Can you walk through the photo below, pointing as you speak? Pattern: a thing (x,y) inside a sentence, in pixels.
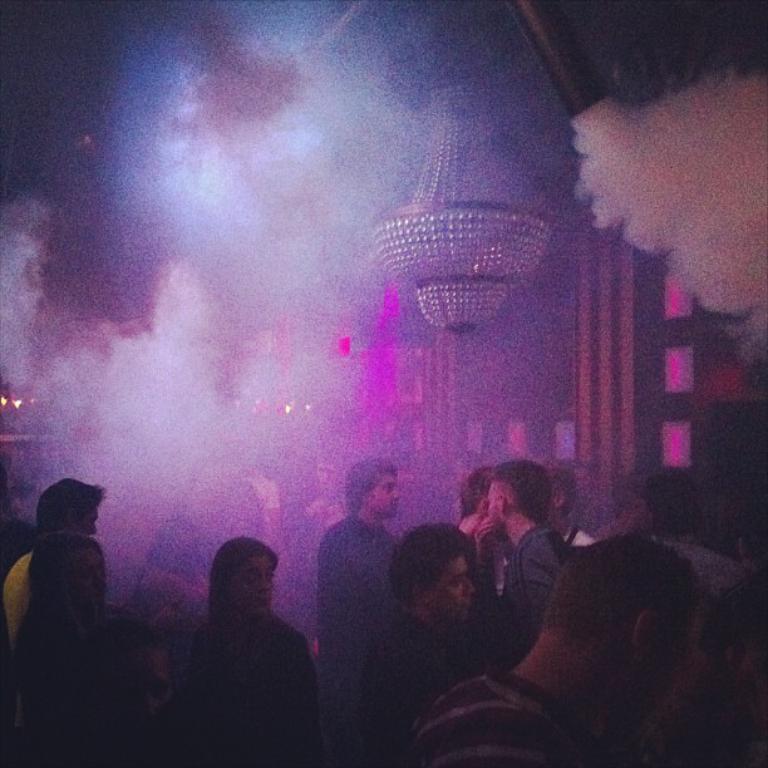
In this image we can see many people (324,610). Behind the persons (462,502) we can see a wall (489,416). At the top (671,177) we can see the smoke (407,177) and a chandelier (431,276).
